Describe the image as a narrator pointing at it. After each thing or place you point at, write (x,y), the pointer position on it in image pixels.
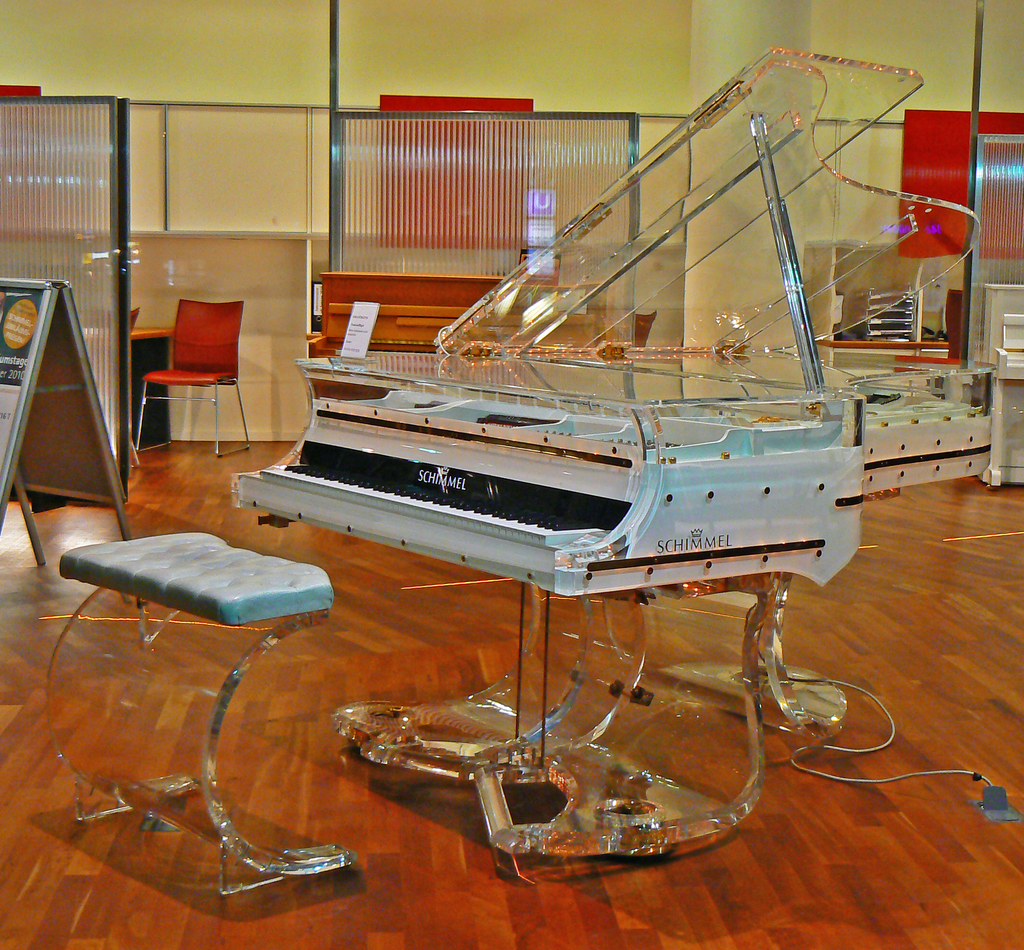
In the image we can see there is a piano (542,461) and there is a chair (181,579) for sitting and behind there are chairs (227,341) and other pianos (387,306).
